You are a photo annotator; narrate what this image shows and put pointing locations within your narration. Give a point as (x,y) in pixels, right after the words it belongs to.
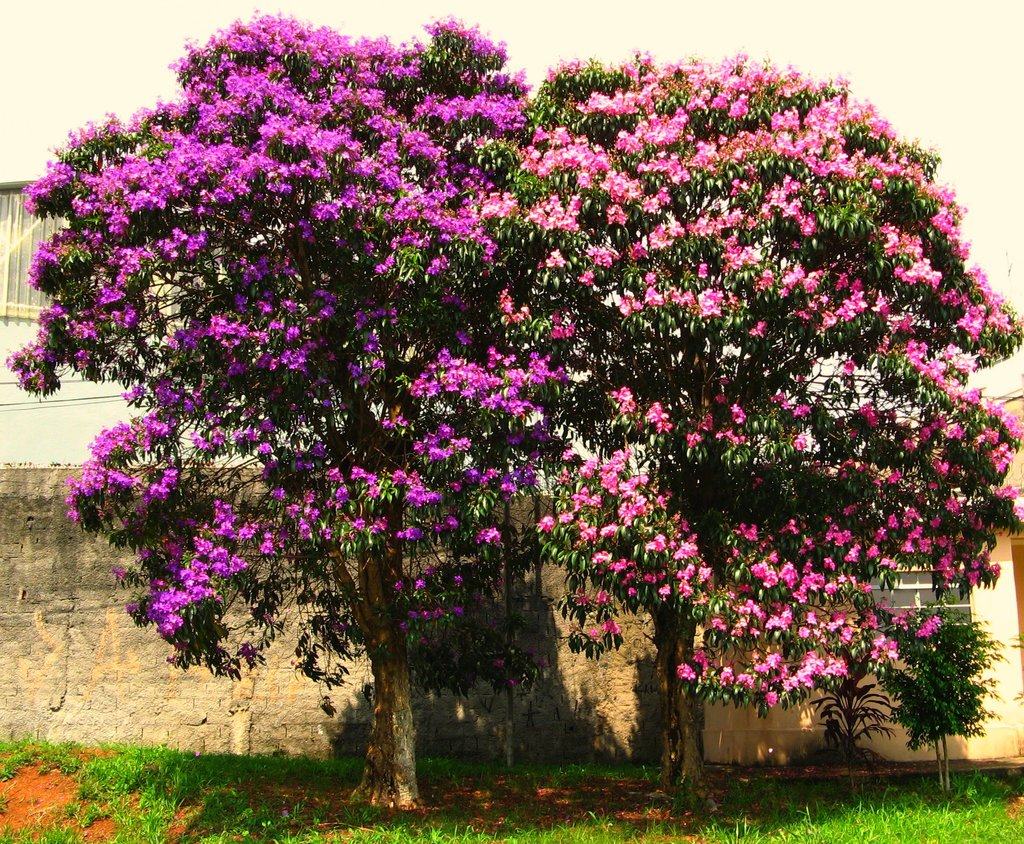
In this image there are trees (685,581) and we can see flowers (205,83). At the bottom (231,773) there is grass (227,780). In the background (275,727) there is a wall (321,718) and we can see a building (2,395).
